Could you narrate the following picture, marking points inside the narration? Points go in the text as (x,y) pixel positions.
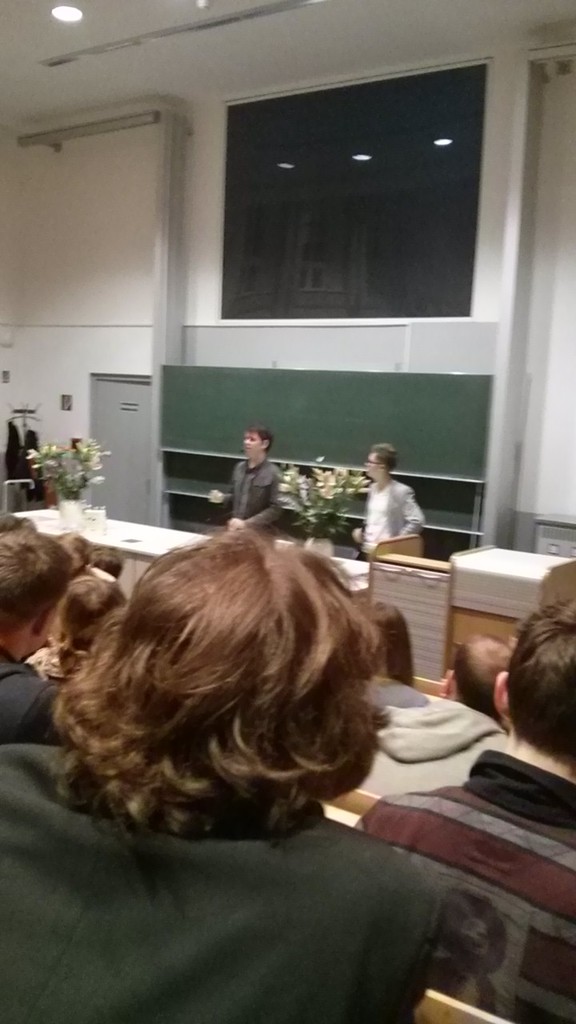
There are two persons (389,476) standing and there is a table (136,530) in front of them which has flower vases (73,485) and some other objects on it and there are few people (252,713) sitting in front of them.
